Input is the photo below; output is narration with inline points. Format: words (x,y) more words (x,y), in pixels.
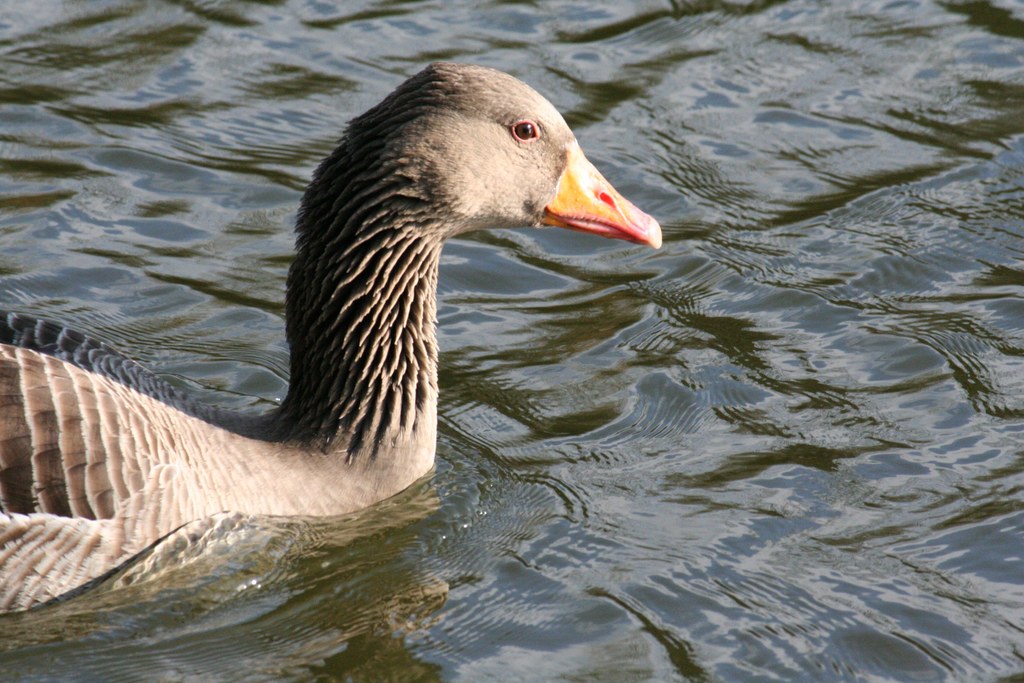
In this image there is a duck (271,424) in the water (237,523).
